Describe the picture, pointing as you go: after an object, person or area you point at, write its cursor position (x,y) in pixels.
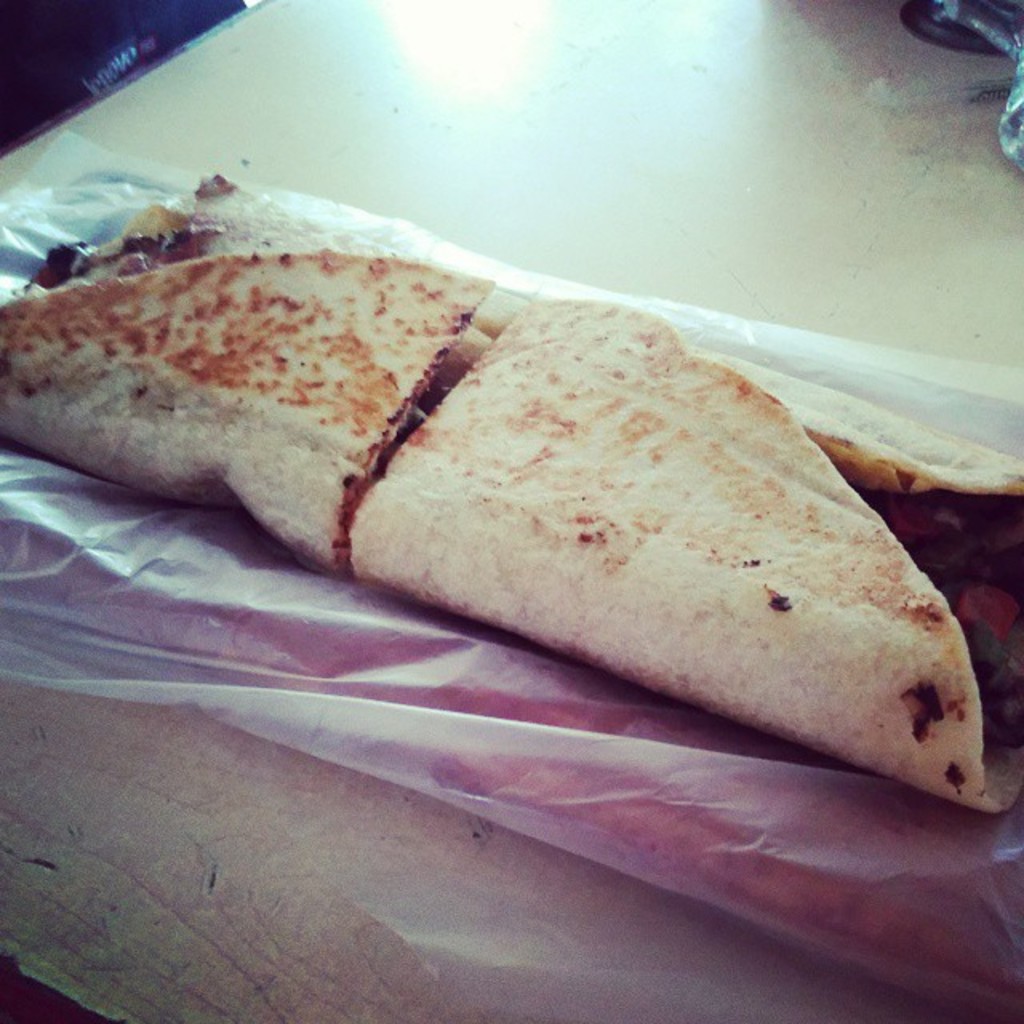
In this image I can see the food item (582,582) on the white color paper (442,656) and the paper (387,688) is on the cream color surface (81,742) and the food item (411,377) is in brown and cream color.
